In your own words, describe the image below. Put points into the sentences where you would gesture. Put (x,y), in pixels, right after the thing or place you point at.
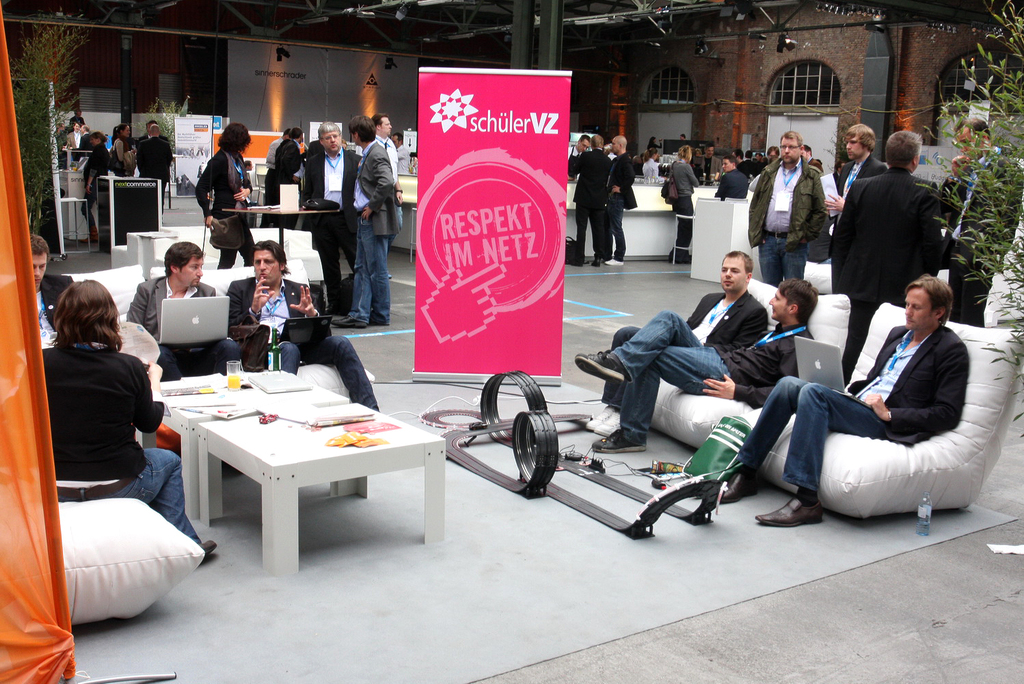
There is a group of people (398,190). Some persons (770,381) are sitting on a chairs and some persons (387,138) are standing. They are wearing a ID cards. Some persons (782,396) are holding a laptops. There is a table (295,444) on the left side (274,438). There is a papers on a table (288,459). We can see in the background (840,43) building (796,48) with red color wall brick (833,61), plants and curtain (12,210).
